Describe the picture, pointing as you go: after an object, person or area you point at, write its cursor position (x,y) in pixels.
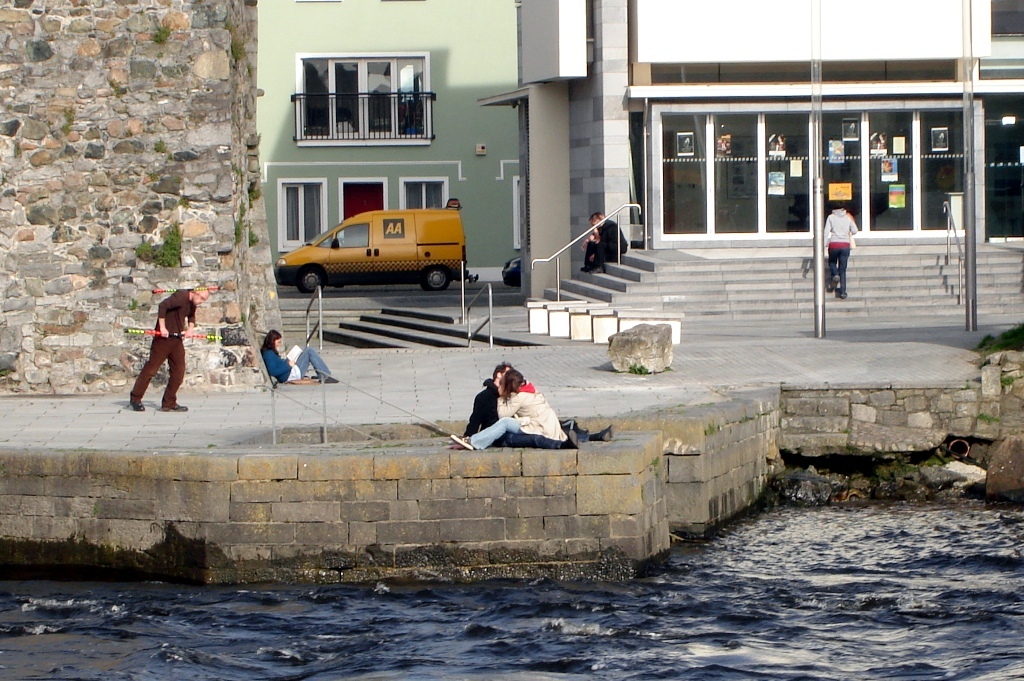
In this image, in the middle (594,428), we can see two people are sitting on the land (5,406). On the left side (18,65), we can see a wall (187,278) and a man (137,388) standing and holding a stick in his hand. On the left side (299,378), we can also see a woman (304,365) sitting and holding a book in her hand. On the right side (844,212), we can see a person (841,206) walking on the staircase (847,300). In the middle of the image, we can also see a person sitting on the staircase (629,276). In the background (364,212), we can see a vehicle (380,224), building (364,137), glass window (319,87), glass door (913,149). At the bottom (814,609), we can see water (811,658) in a lake (901,599).
